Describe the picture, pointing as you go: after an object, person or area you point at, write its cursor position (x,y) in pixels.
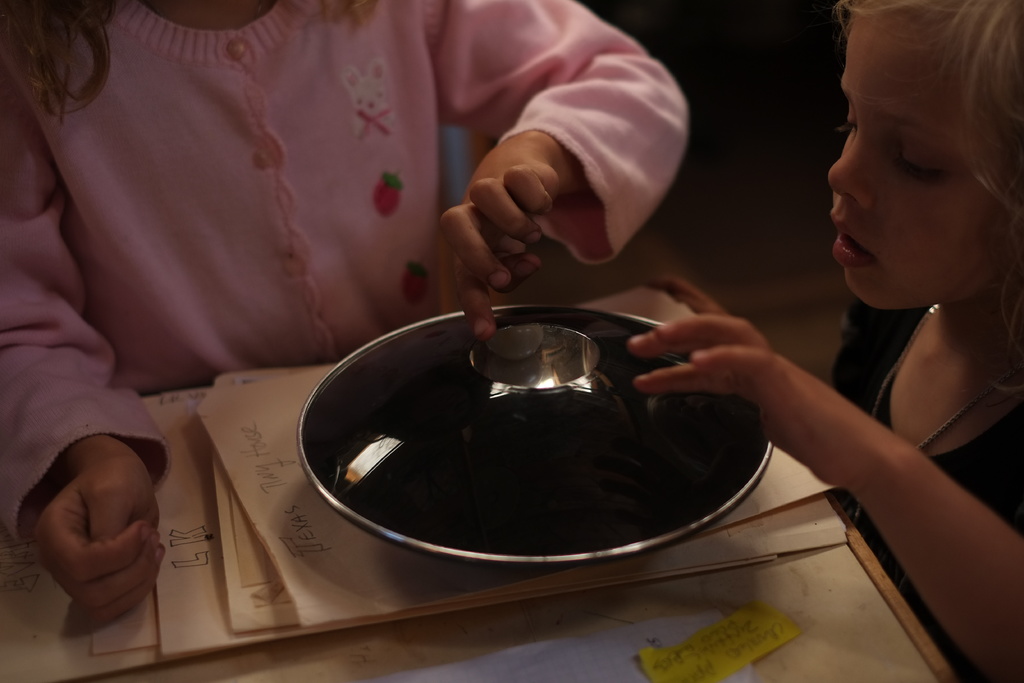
In this image we can see few people (971,393). There are few objects (397,580) in the image.
